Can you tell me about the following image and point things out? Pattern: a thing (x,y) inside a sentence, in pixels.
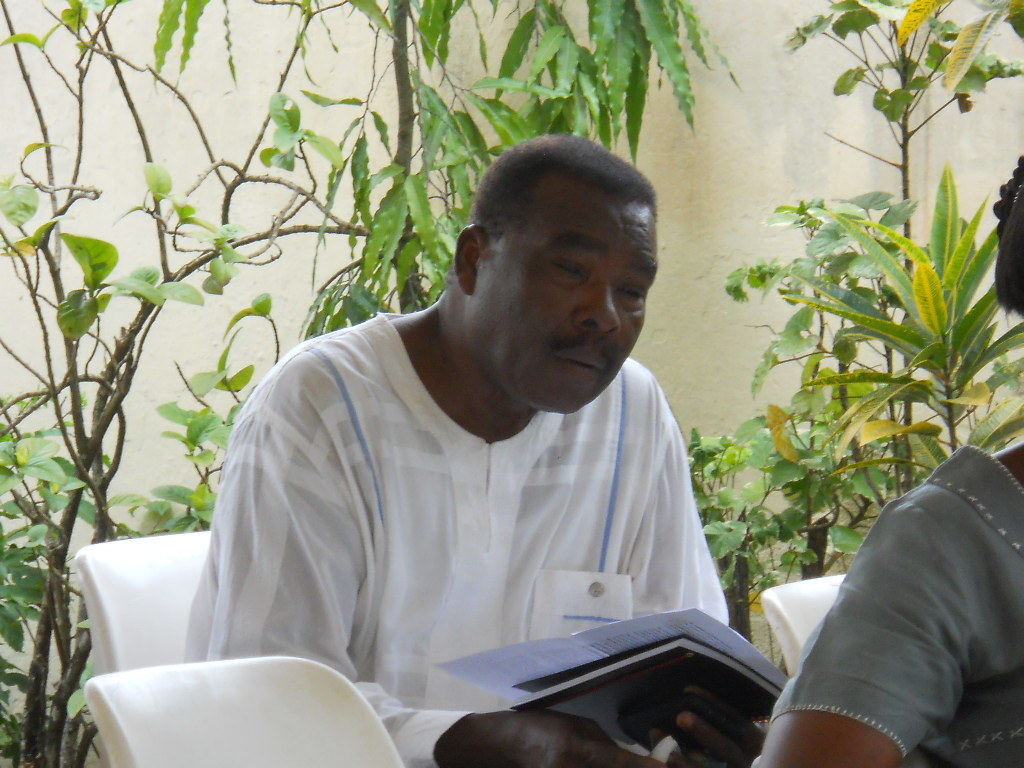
In the image there is a man (408,579) sitting on a chair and holding some book (697,624) and papers (714,637) in his hand (712,754) and behind him there are plants (814,302) and in the background (501,20) there is a wall (801,366), it looks like there is a woman (929,621) in the foreground of the image (867,705).
